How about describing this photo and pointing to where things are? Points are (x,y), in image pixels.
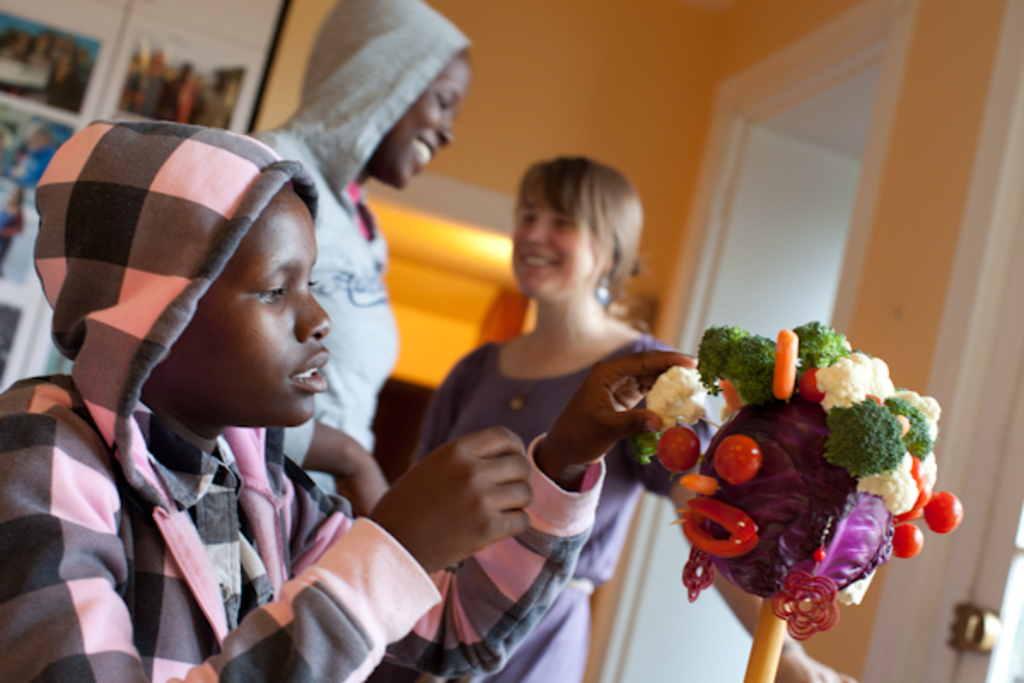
In this picture we can see group of people (304,284), on the right side of the image (729,455) we can find few vegetables (799,445), in the background (468,235) we can see a light (479,244) and few frames (136,107) on the wall (486,267).
